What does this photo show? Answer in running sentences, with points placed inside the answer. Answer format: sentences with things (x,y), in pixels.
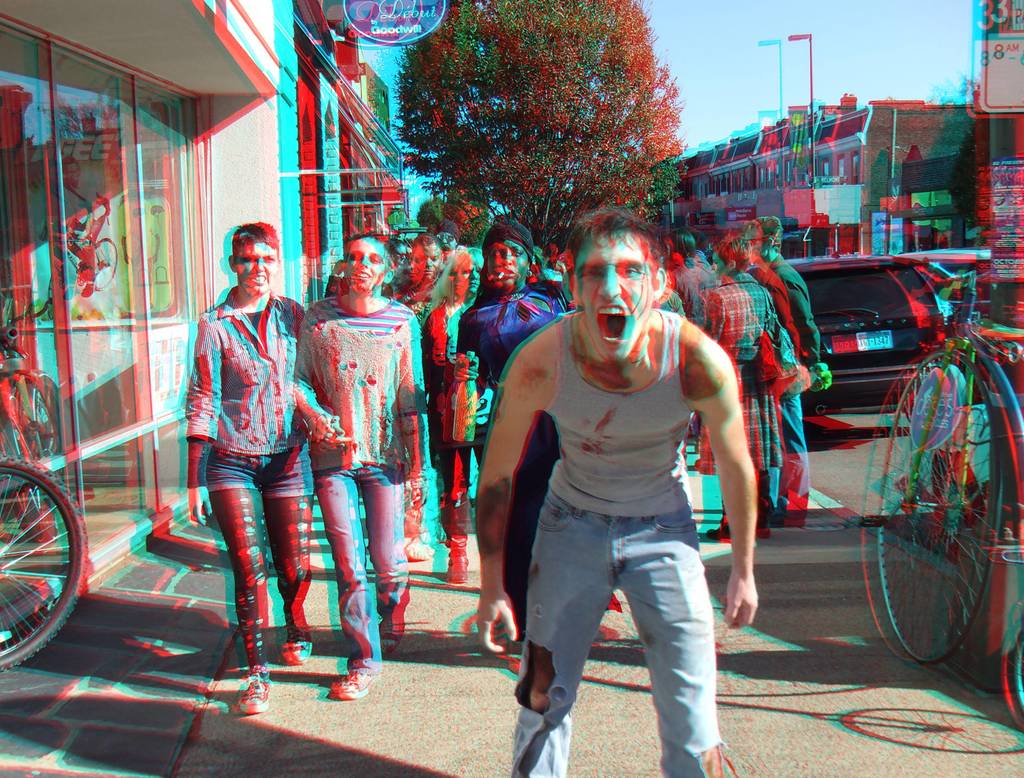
In this picture we can see group of people (509,403) and bicycles (995,443), in the background (807,200) we can find few buildings (822,197), trees (567,37) and vehicles (929,301).
